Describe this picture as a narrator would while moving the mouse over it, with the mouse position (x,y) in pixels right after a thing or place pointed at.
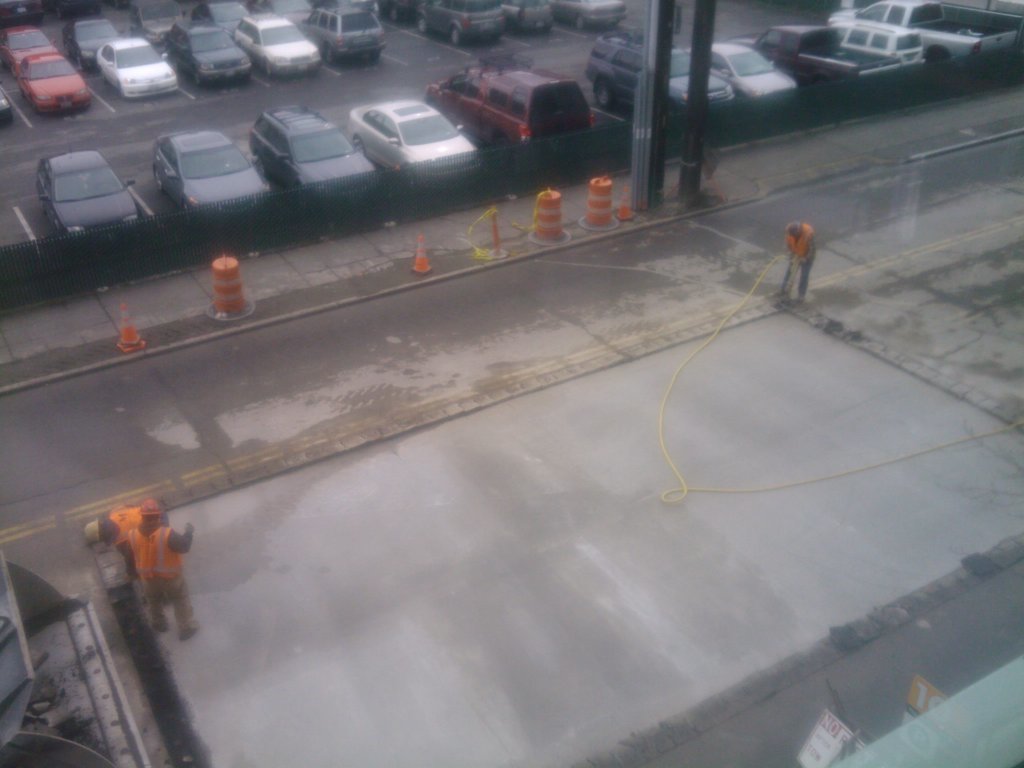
At the bottom (44,762) we can see metal object (40,633), hoardings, pipe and few persons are standing on the road (475,373). There are poles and vehicles (182,176) near the road (871,717).
